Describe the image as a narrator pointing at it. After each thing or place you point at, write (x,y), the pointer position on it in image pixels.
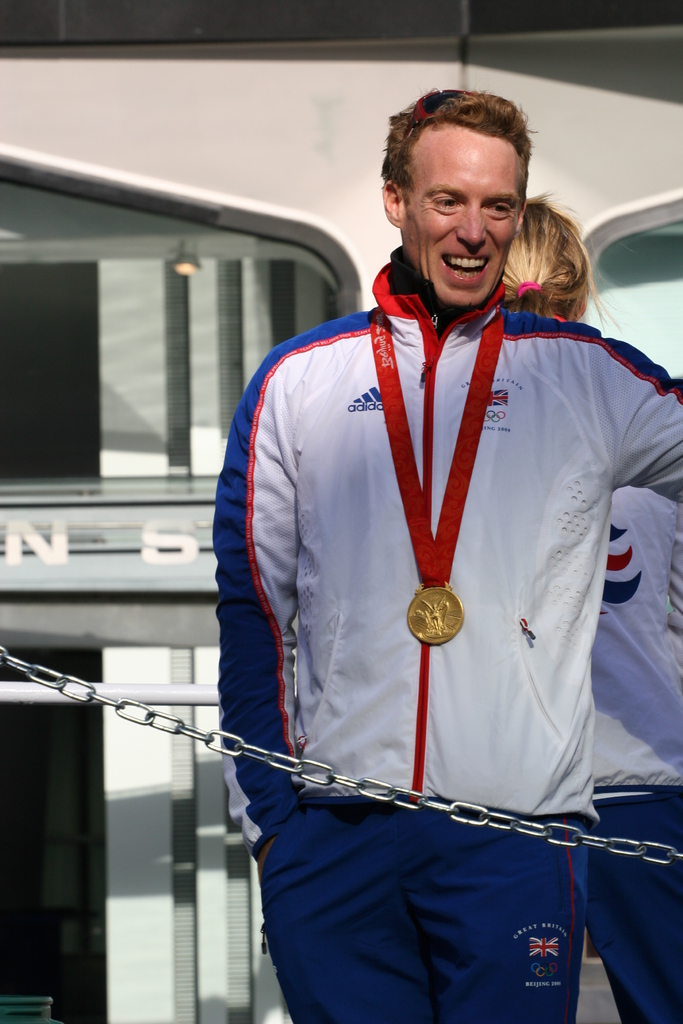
In this image, there is a person (458,580) wearing a medal (409,463) and standing behind the chain (372,779). There is an another person (615,555) on the right side of the image (635,541) standing and wearing clothes (621,541).
